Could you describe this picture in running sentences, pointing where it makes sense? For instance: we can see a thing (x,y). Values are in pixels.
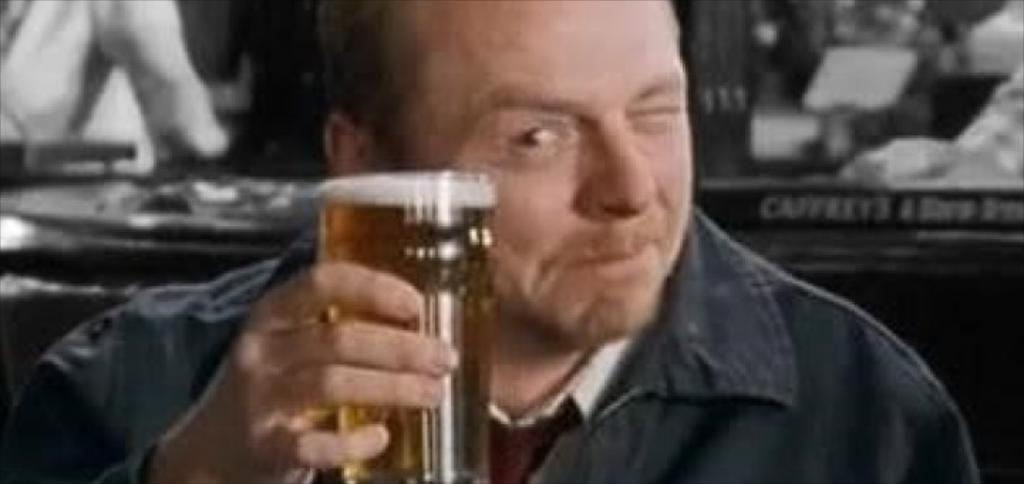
In this image there is a person (513,252) holding the glass (441,335).
